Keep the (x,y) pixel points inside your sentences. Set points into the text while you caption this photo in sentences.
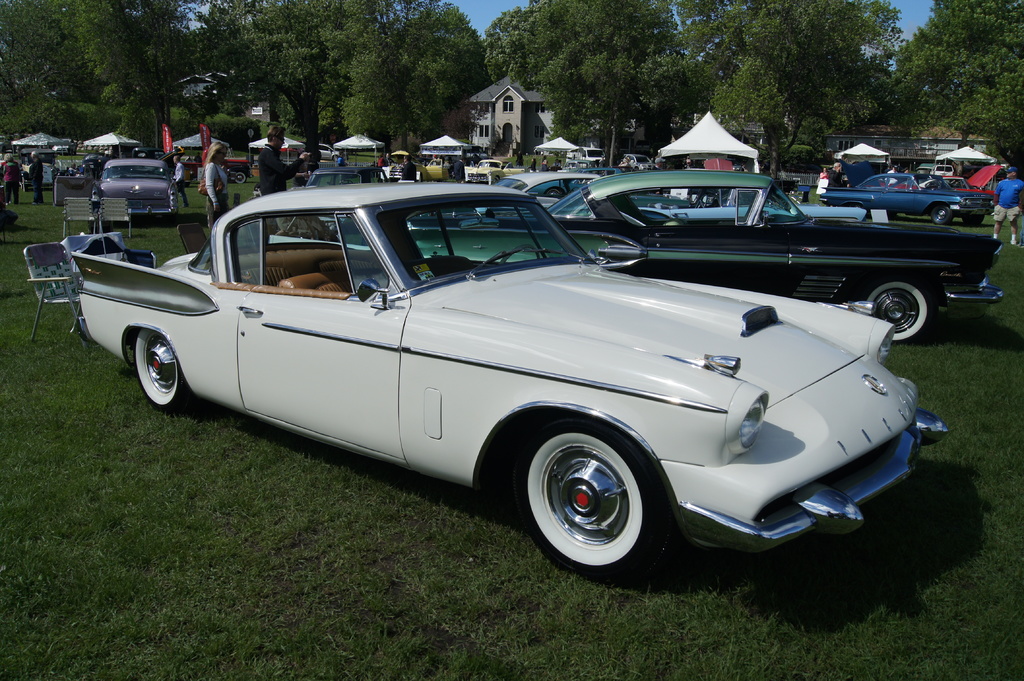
In the picture there are a lot of cars (284,338) kept in a ground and there are few people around those cars (854,183), in the background (433,148) there are few tents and behind the tents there are many trees (637,85), in between the trees (472,93) there is a house (510,109) in the background (505,110).
